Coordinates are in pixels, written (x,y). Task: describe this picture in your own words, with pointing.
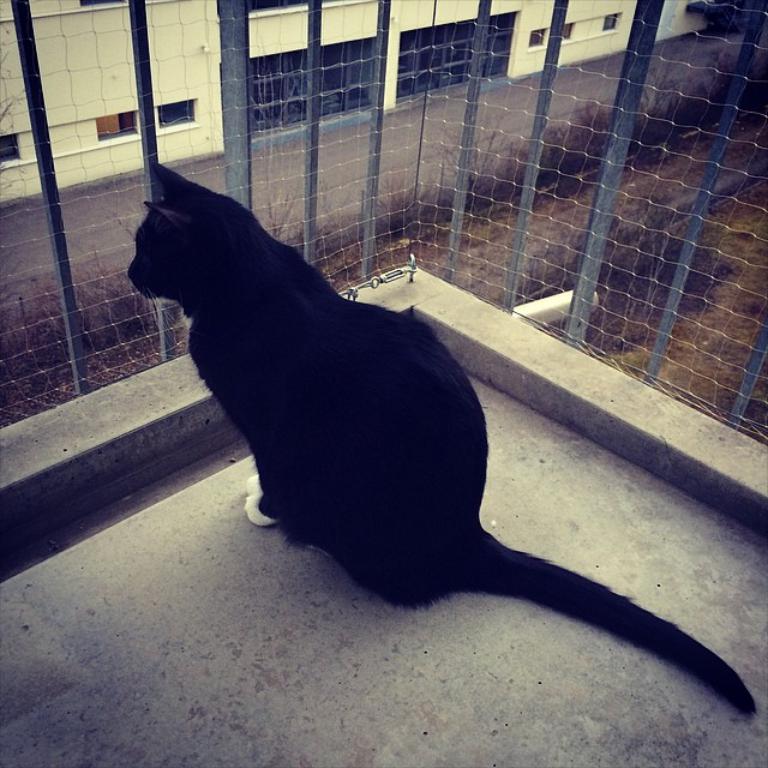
In this image, we can see a cat (316,410) on the surface (338,583). We can see the fence (548,100). We can also see the ground (708,341) with some grass (692,337) and plants (444,202). We can see the wall (573,10) and a building (355,2).
